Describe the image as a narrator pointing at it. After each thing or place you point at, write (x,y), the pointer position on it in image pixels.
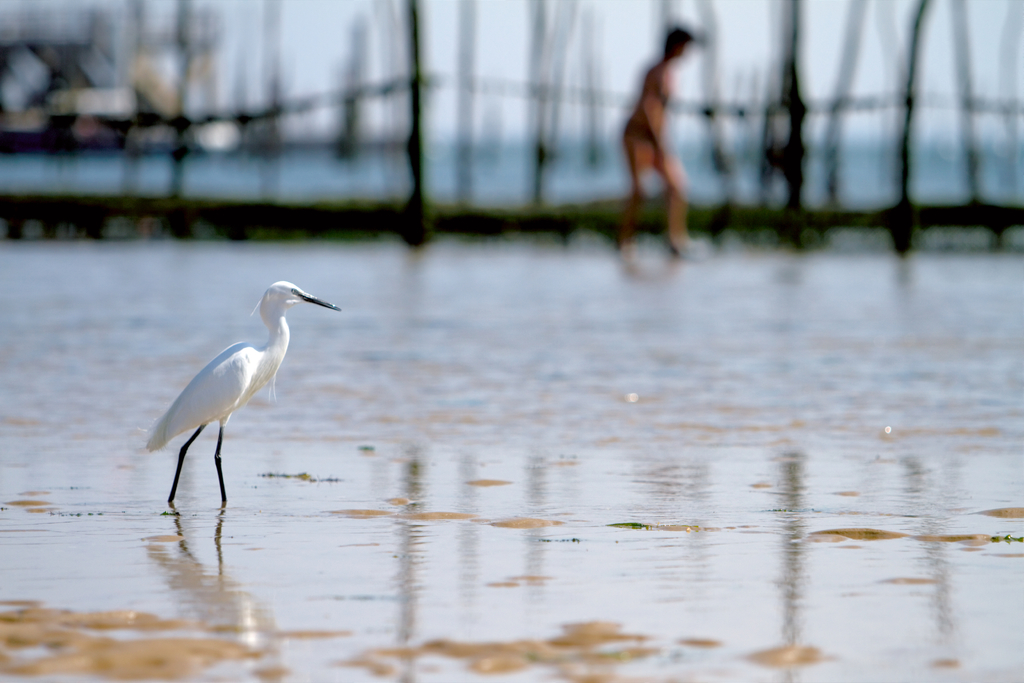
In this picture we can observe a white color crane (208,404) standing in the water (325,557). In the background (524,309) there is water (704,313). We can observe a person (642,108) walking.
